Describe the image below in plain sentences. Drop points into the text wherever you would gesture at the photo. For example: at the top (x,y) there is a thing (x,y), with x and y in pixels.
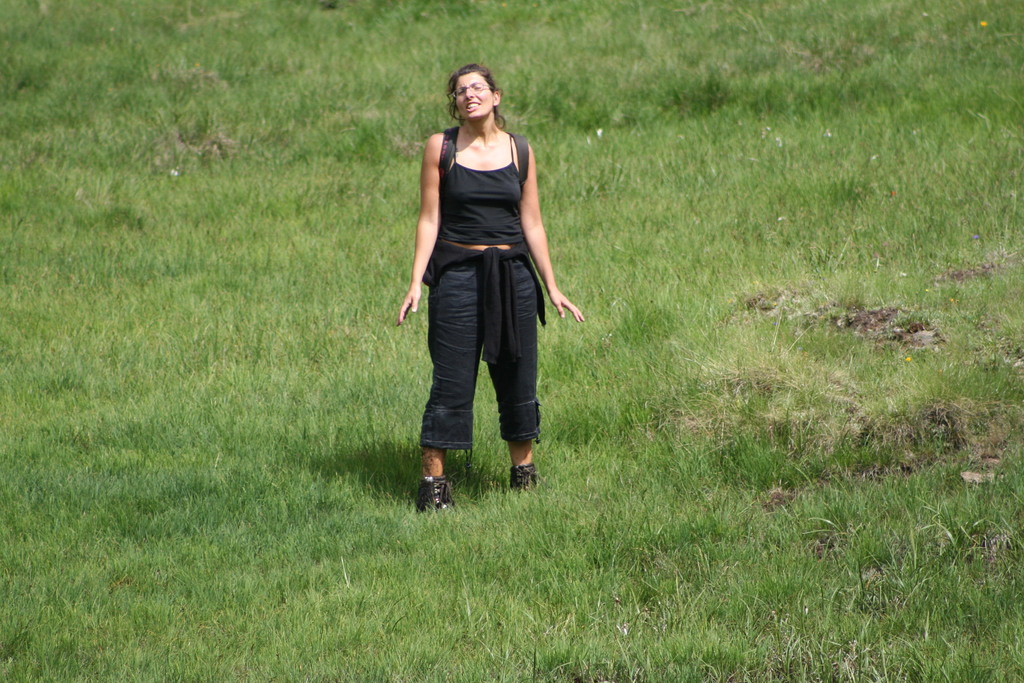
Here I can see the grass (216,549) on the ground (86,353). In the middle of the image (479,350) there is a woman (451,199) wearing black color dress (462,289), standing, smiling and giving pose for the picture.
